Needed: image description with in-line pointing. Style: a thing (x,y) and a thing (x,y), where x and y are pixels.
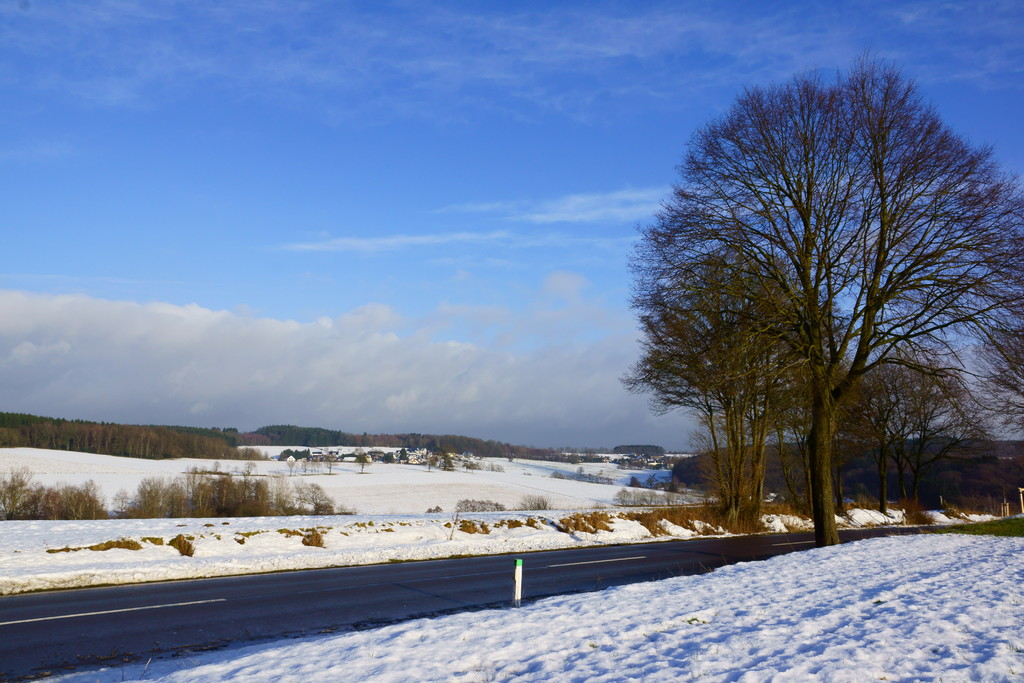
In this image at the bottom (543,642) there is snow walkway (259,655) and some plants (252,491), and in the foreground (749,333) there are some trees (769,407). In the background (229,452) there are some mountains (852,466) and trees (800,466), on the top of the image (510,137) there is sky (534,185).
